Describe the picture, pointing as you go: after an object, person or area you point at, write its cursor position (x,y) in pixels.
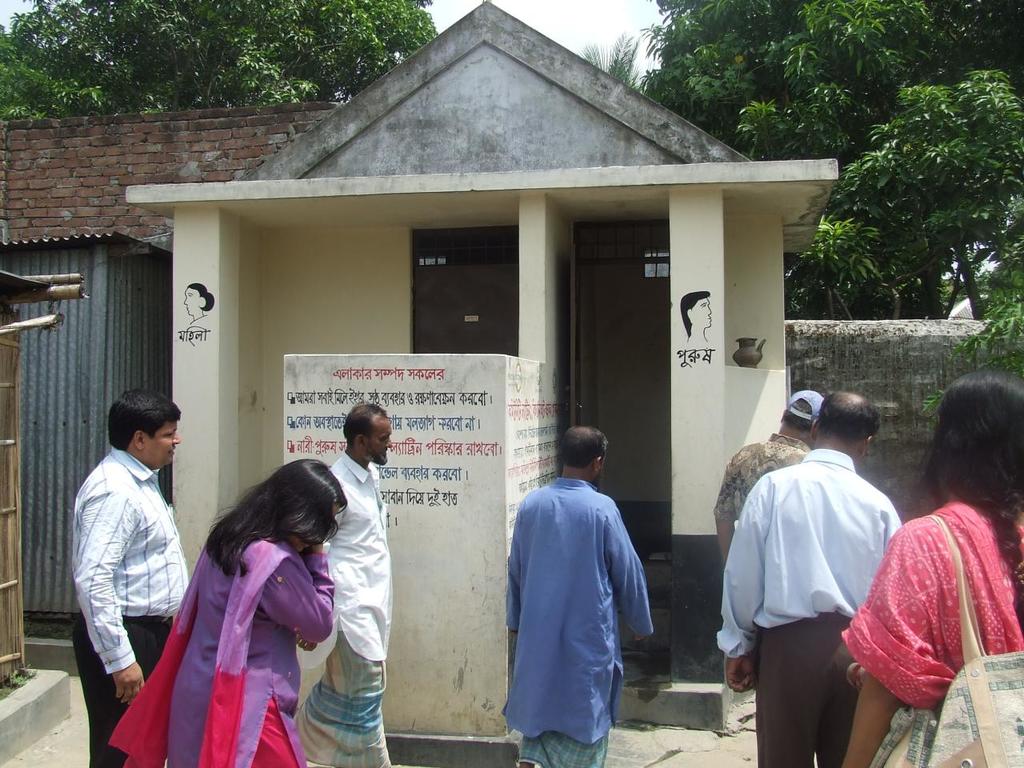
In this picture there are people (934,532) in front of a public toilet (456,301) and there are sheds (95,352) on the left side of the image (57,333), there are trees (710,129) at the top side of the image (710,129).
